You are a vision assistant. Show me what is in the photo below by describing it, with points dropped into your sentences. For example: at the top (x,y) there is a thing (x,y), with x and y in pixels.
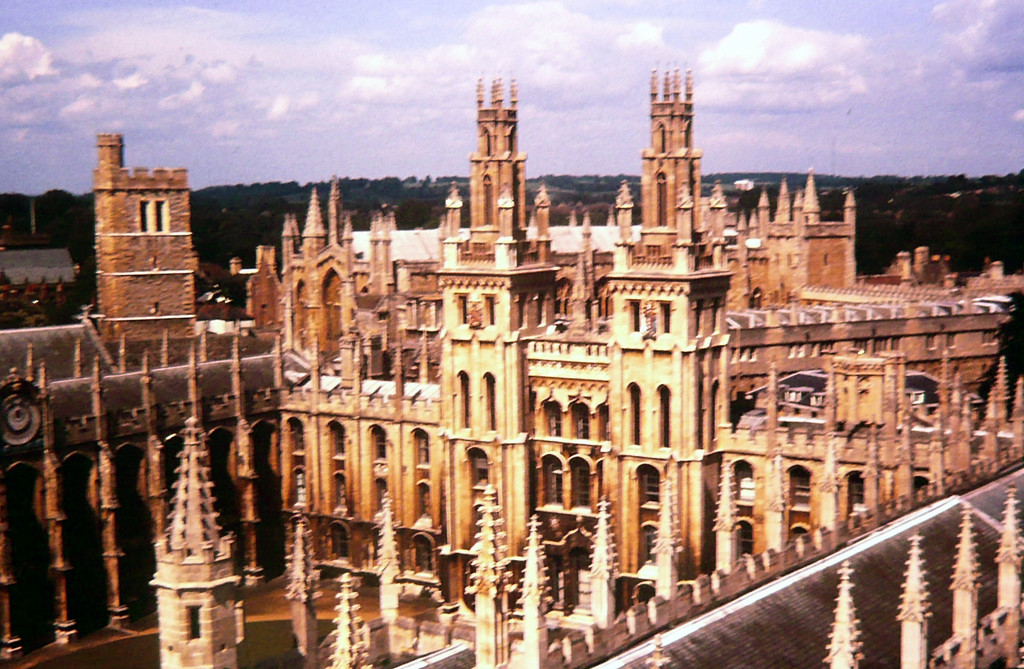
In this image, this looks like a castle (538,580). These are the spires (197,539). In the background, I can see the trees (431,191). These are the clouds (167,103) in the sky (498,46).
